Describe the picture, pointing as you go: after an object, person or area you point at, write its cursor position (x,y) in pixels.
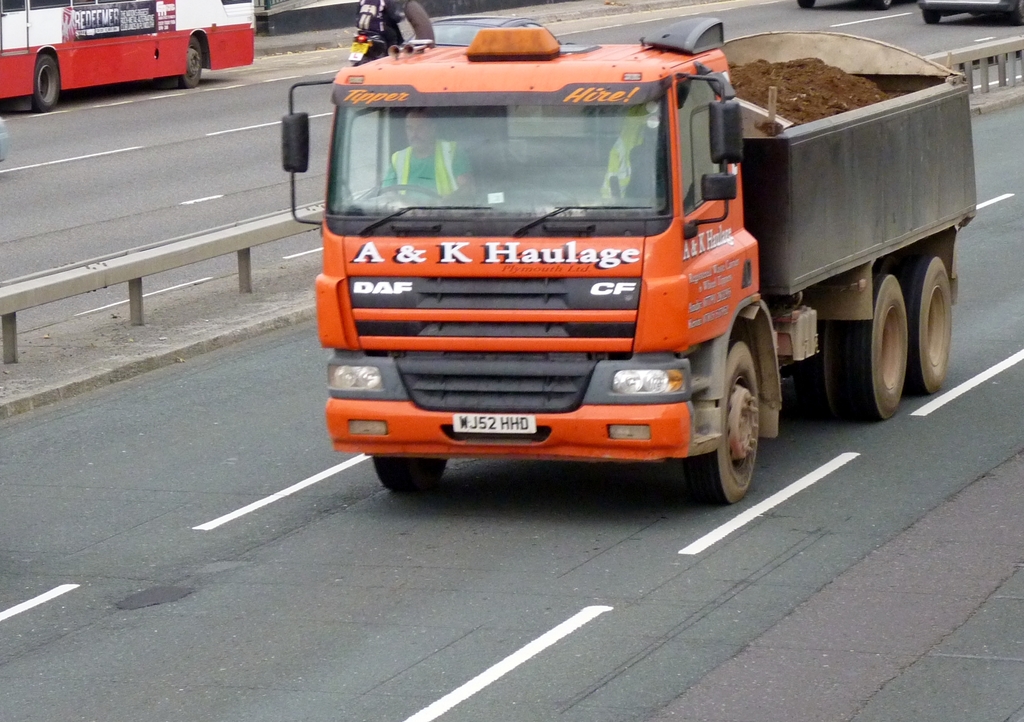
This picture is taken on the road (1016,196). In this image, in the middle (645,431), we can see a vehicle (924,199) which is moving on the road (1003,210). In the vehicle (421,213), we can see a man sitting riding a vehicle (455,190). on the vehicle (745,124), we can also see some sand (803,104). On the left side (111,36), we can see a bus (32,36) which is on the road (170,101). On the left side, we can also see a bike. In the background (981,1), we can see two vehicles (982,16) which are moving on the road (321,499). At the bottom (267,528), we can see a road (412,621) with white lines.
